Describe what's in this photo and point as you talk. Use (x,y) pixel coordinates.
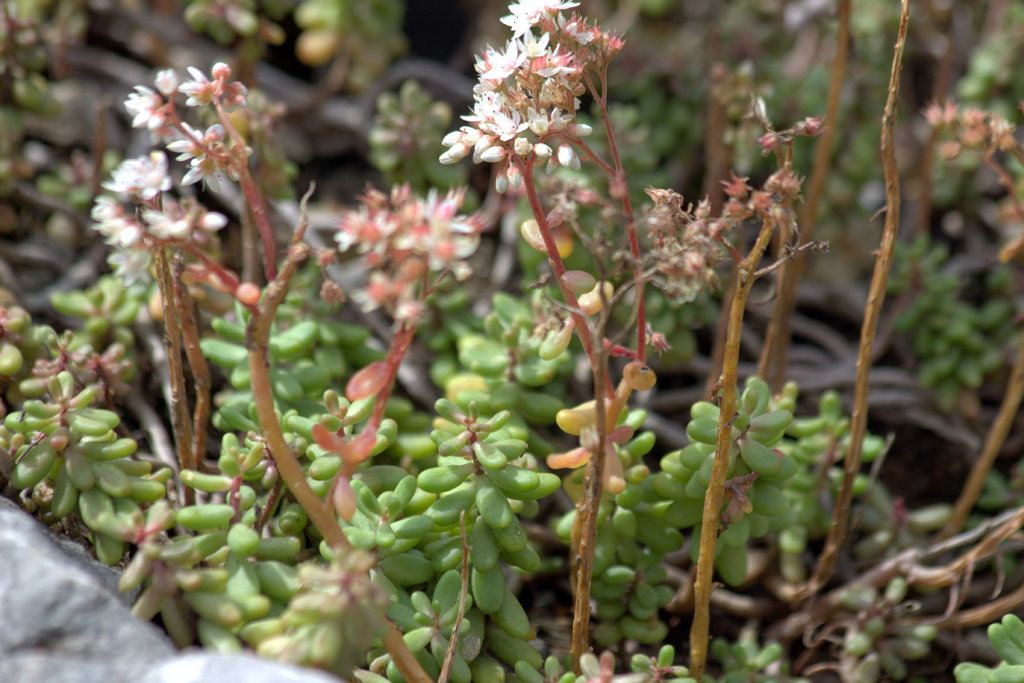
There are plants (712,560) having white color flowers (116,181) and green color leaves (34,335). And the background (948,486) is blurred.
